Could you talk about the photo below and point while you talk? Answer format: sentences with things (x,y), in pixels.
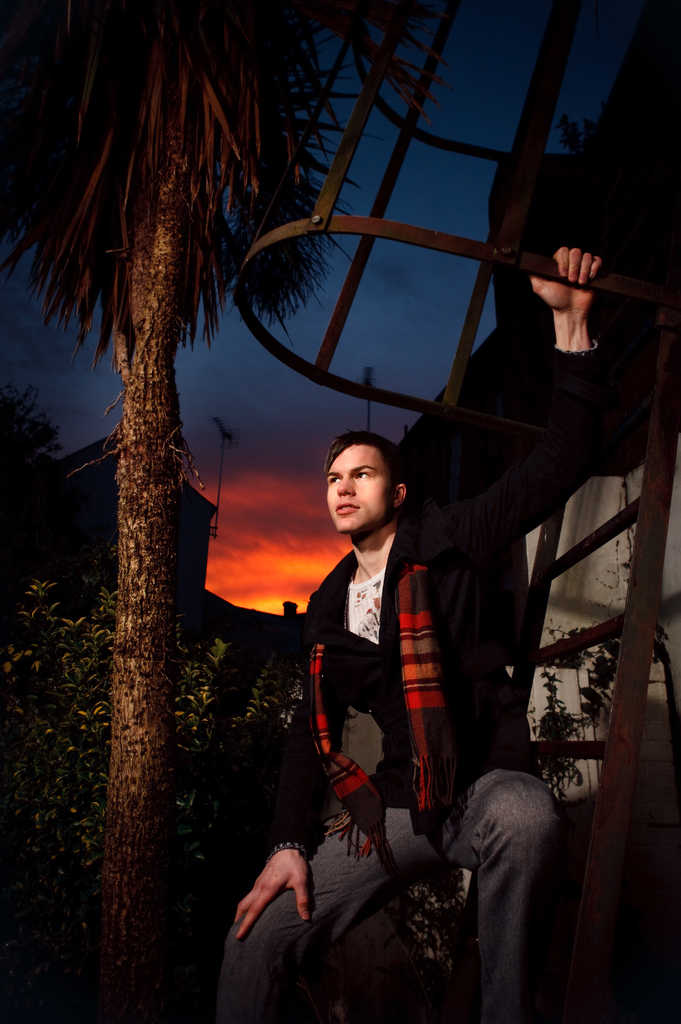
In this picture we can observe a man (418,655) sitting. He is wearing a black color jacket (472,574). On the left side (128,634) there is a tree (195,165). We can observe some plants (197,742). There is a building (470,398) here. In the background (272,428) we can observe a sky (249,415) which is in red and black color.
